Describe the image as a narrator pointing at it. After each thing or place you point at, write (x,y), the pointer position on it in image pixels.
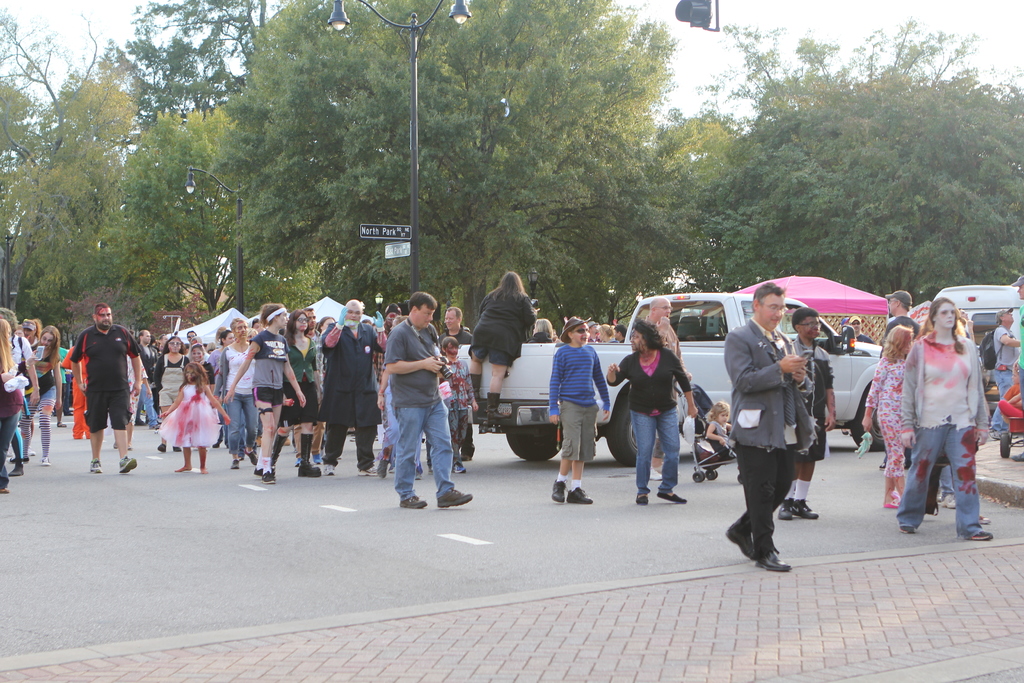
In this image I can see group of people (310,368) walking. Back Side I can see vehicles (740,305) and a pink color tent (837,301). We can see trees (420,172) and light pole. I can see sign boards (403,229). The sky (715,75) is in white color.
